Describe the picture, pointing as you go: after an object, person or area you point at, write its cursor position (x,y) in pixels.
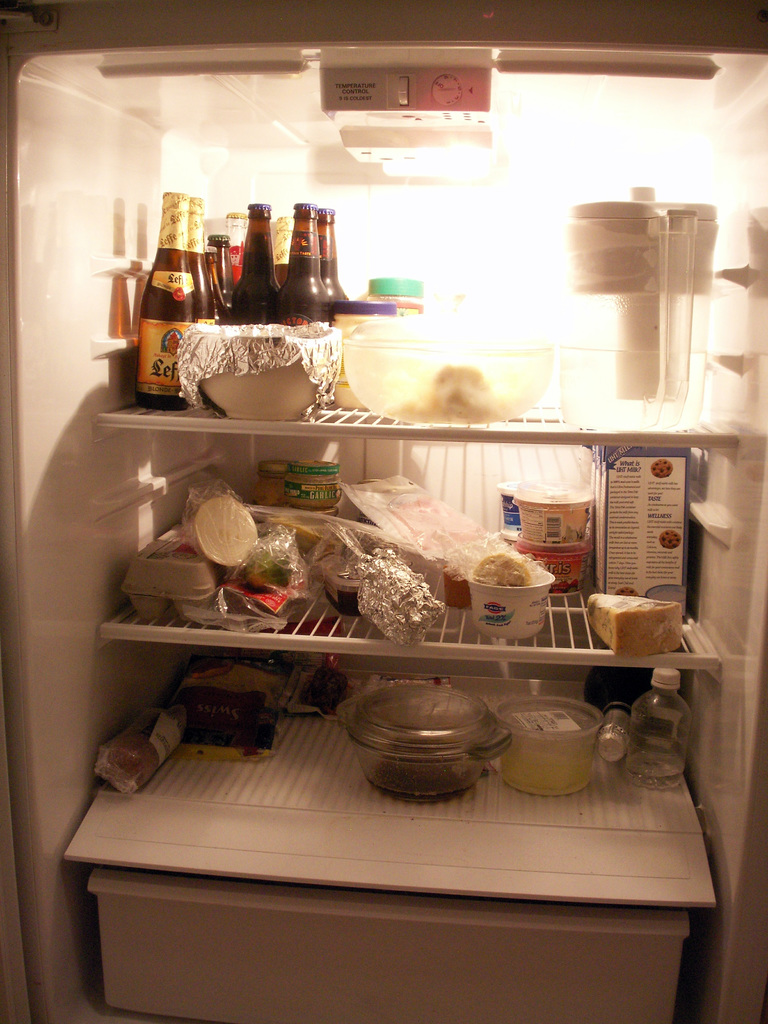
In this picture there is interior of a refrigerator (336,838) which has three shelves (426,430) in it and there are few eatables (448,345) and drinks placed in each shelf (462,801).
